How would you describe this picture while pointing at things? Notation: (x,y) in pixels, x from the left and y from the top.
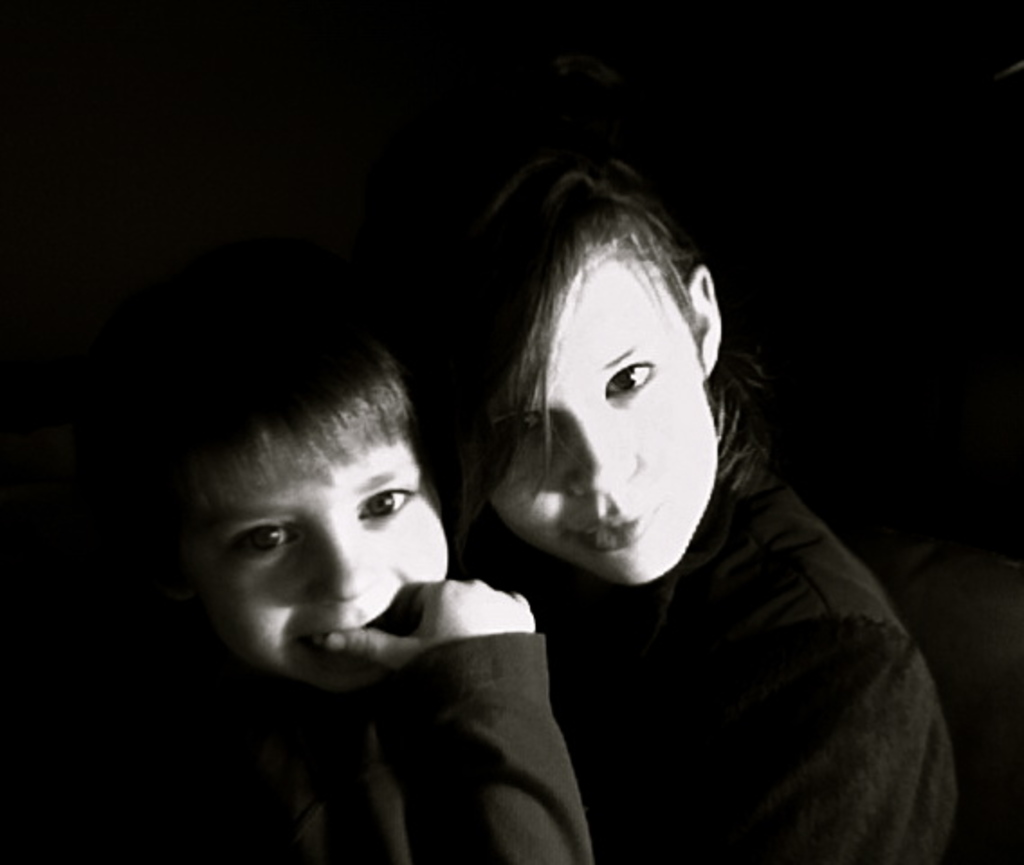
This is a black and white image. In the image there is a lady (630,499) and a child (299,713). And there is a black background (196,214).
